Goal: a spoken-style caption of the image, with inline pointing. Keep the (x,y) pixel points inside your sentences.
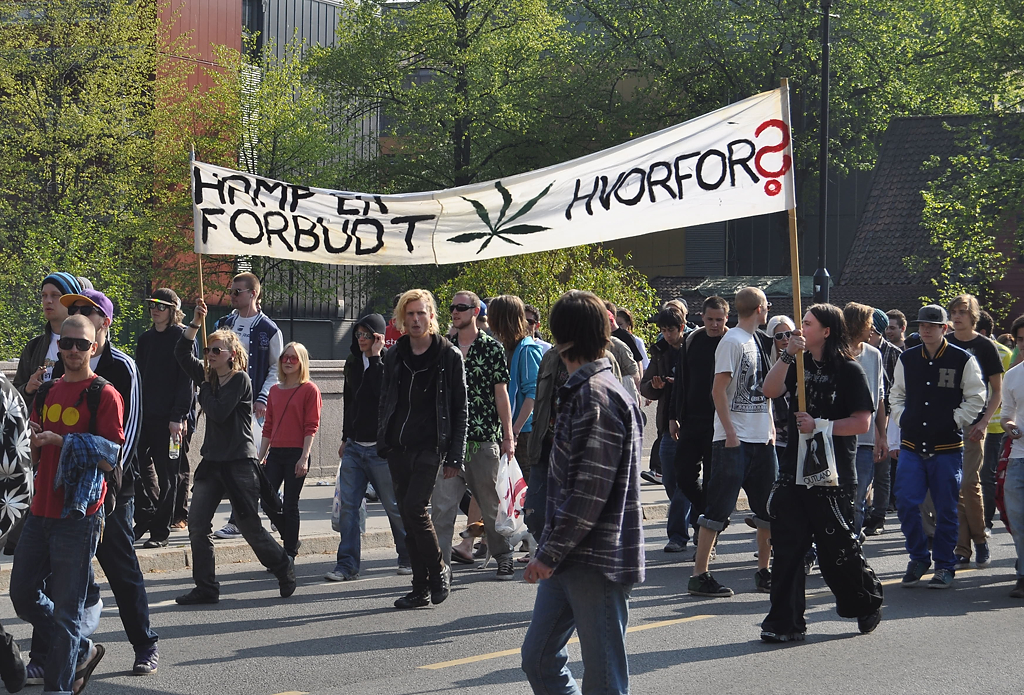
There are groups of people (140,535) walking on the road (505,603). There are two people (229,397) holding the banner (404,235), which is attached to the sticks (800,325). This looks like a building (214,34). These are the trees (469,81) with branches (980,221) and leaves (942,274). Here is a pole (824,233), which is black in color.
